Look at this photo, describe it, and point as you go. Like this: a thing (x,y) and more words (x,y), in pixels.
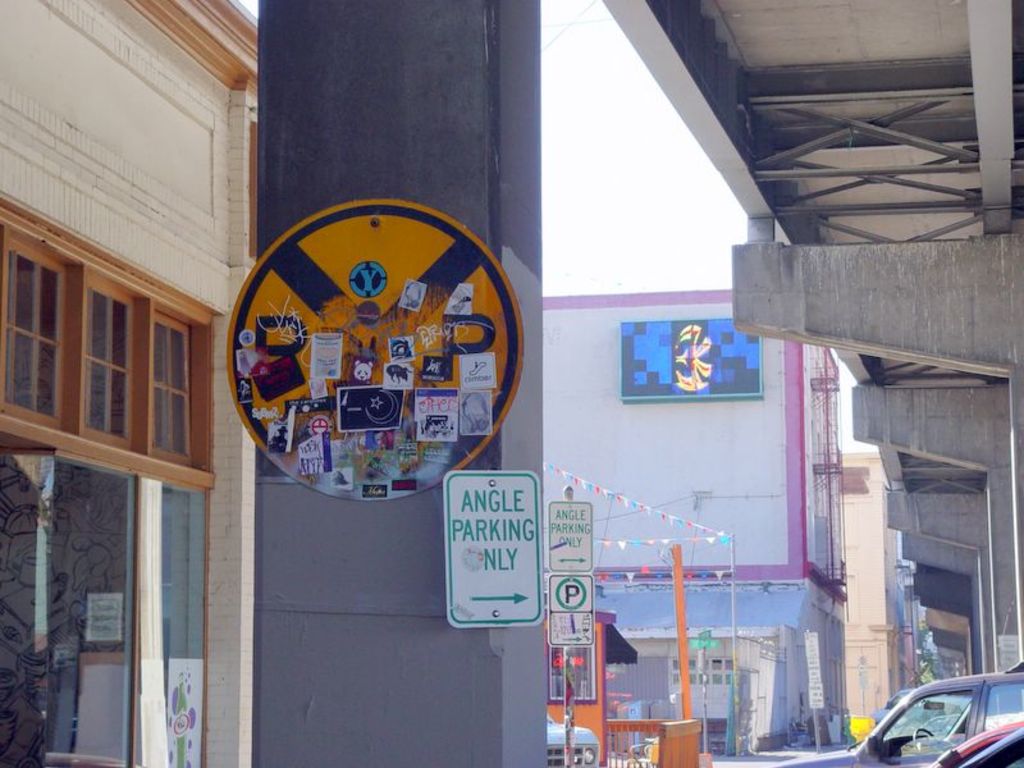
These are the boards (464,526), which are attached to a pillar (358,646). This looks like a flyover (927,449) with the pillars (943,521). I can see the sign boards (569,537), which are attached to a pole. These are the buildings (693,469). This looks like a hoarding (661,376), which is attached to a building wall (610,348). At the bottom right side of the image (951,705), I can see the vehicles (939,734).
